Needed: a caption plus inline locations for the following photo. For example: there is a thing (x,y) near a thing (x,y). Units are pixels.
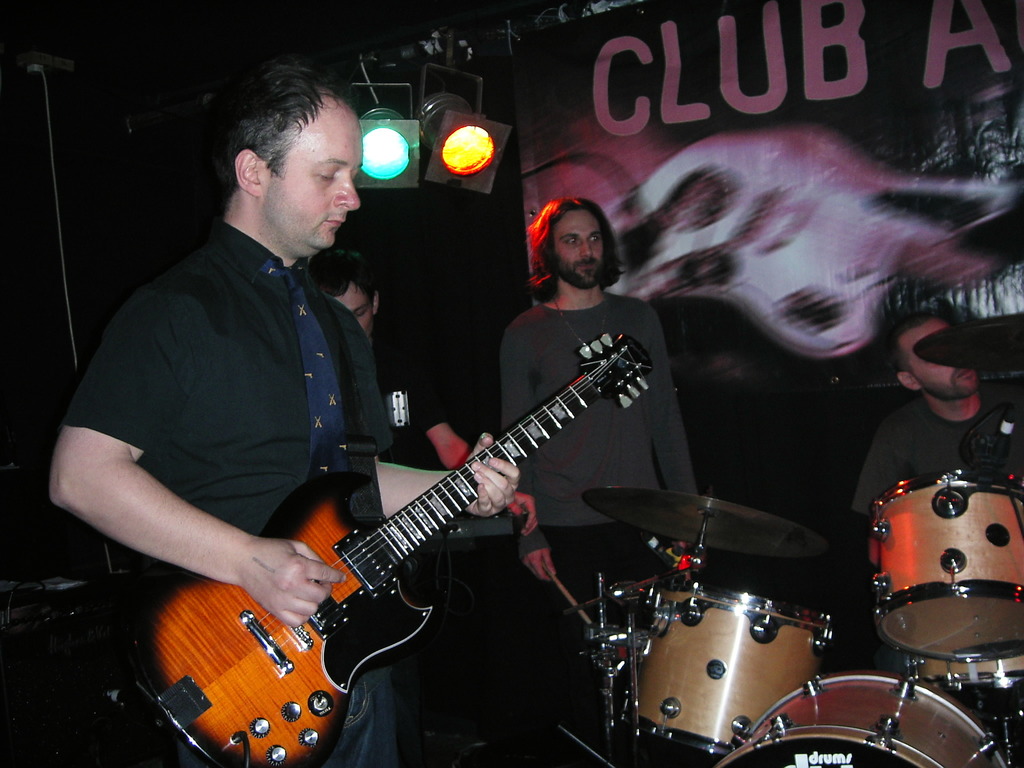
in this image there could be 4 persons (227,390) and one person (149,444) is playing the guitar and the two persons (955,432) they are playing the drums (661,647) and one person (421,432) he is playing the keyboard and the background (410,299) is very dark and behind the persons (594,454) the two light (385,159) are there.
